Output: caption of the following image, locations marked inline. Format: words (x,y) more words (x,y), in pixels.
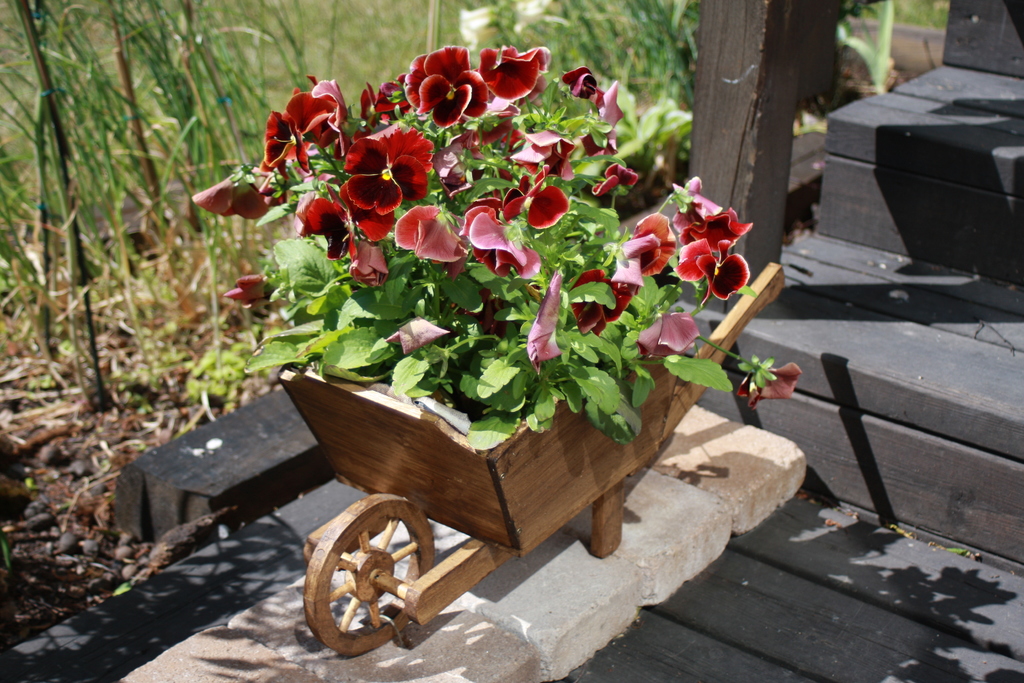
In the center of the picture (469,302) there are flowers (427,152), plant (412,388) and a cart like object (477,540), on the stones (602,582). On the right (970,163) it is staircase (1001,101). In the background (208,90) there are plants (19,20) and grass (213,148).
